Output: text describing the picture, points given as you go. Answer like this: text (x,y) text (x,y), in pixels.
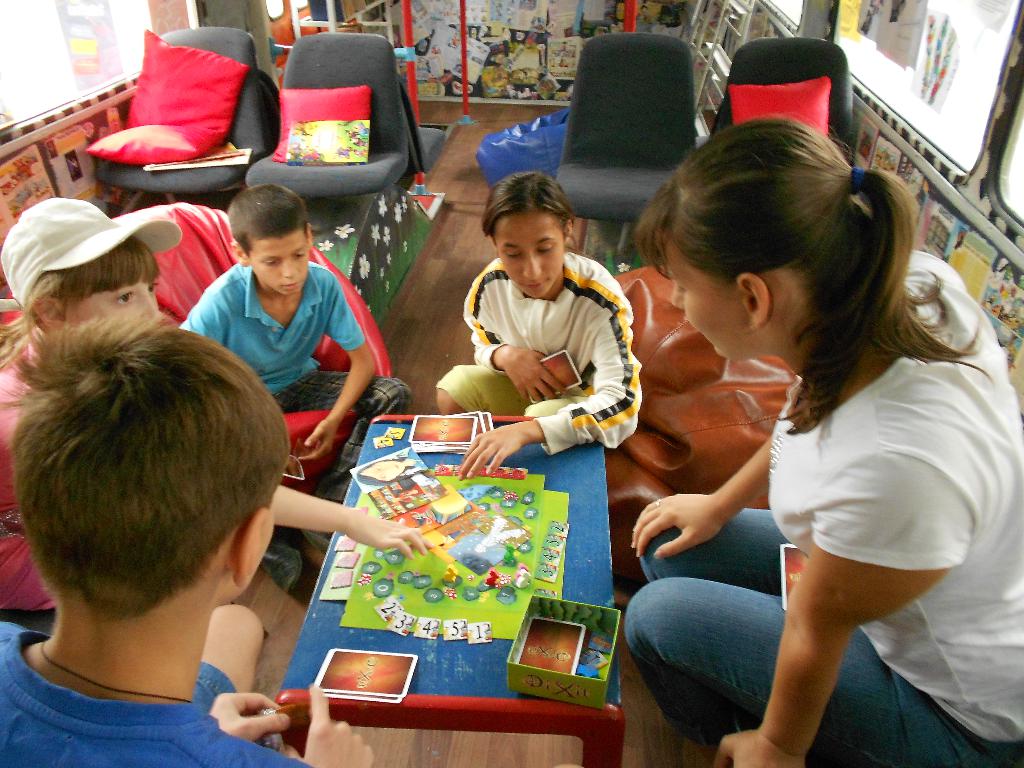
In this image I can see group of people (718,597) sitting, the person (950,459) in front (913,467) is wearing white shirt (933,453), blue pant (774,591). I can also see few cards (391,475) on the table (418,670) and the table (418,670) is in blue color. Background (654,142) I can see few seats (635,137), pillows (294,102) in red color and I can also see few windows (964,94).
